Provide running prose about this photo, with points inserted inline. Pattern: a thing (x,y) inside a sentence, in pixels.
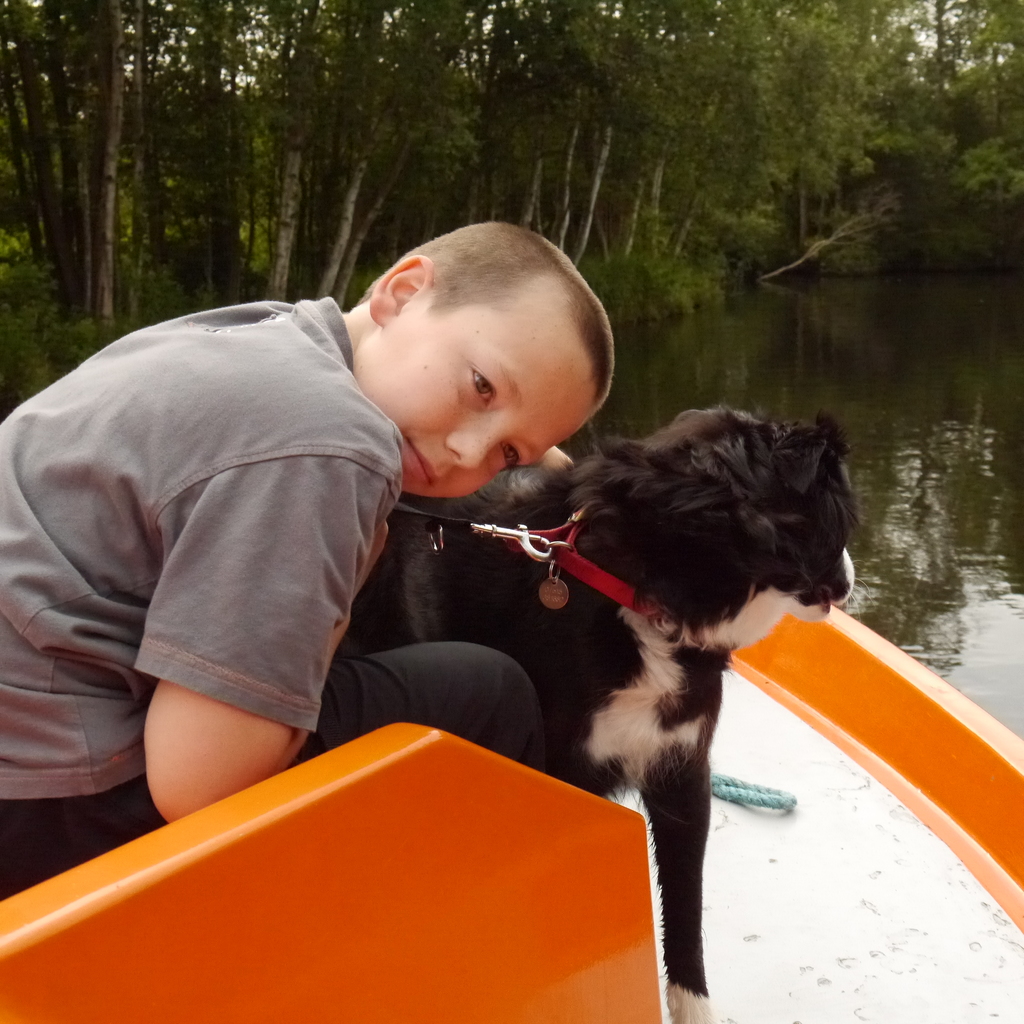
a person (133,483) is sitting in an orange boat (838,896). at the back (911,405) there is water (900,532) and trees (452,145).
